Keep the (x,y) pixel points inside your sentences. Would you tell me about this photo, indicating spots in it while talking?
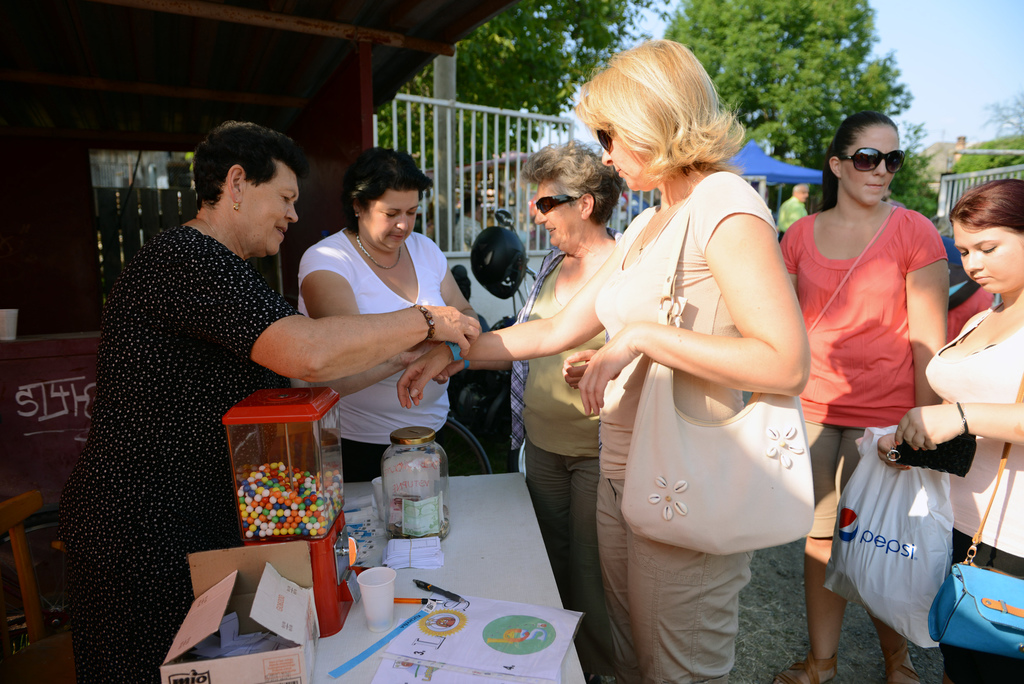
In this picture we can see the old woman (491,350) standing in the front (609,485). Beside there is a woman (196,408) wearing a black dress (199,408) is holding her hand (429,362). In the background (496,181) we can see the white railing fence (507,163), blue canopy shed (766,168) and trees (776,150).
